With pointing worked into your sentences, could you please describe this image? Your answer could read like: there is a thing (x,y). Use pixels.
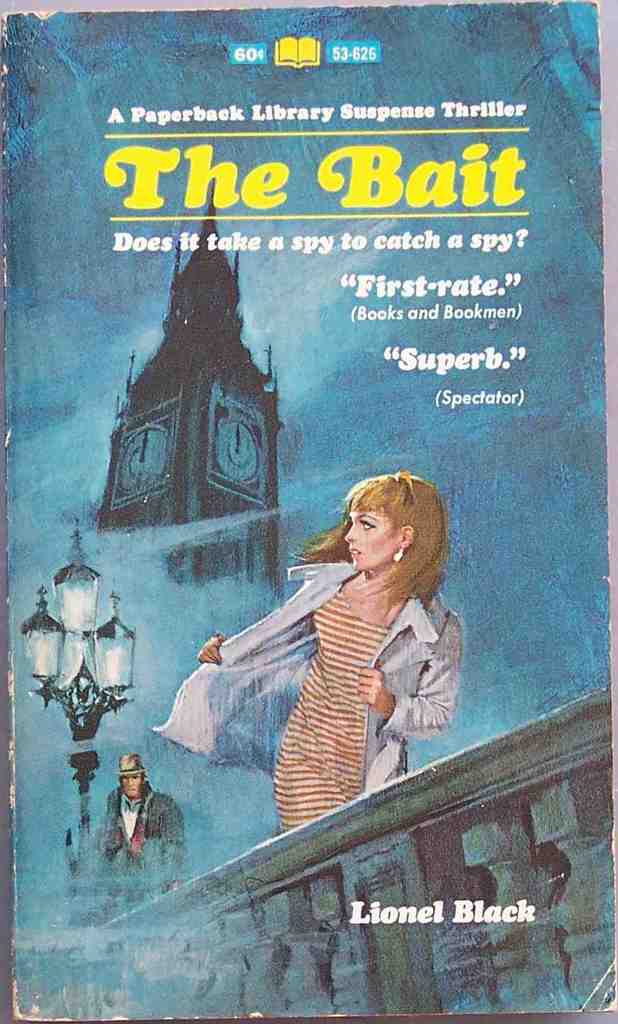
In this picture we can observe a woman (357,651). There is a railing (301,845). We can observe a pole (80,726) and a person (130,807) here. There is a clock tower (163,405) which is in black color. We can observe some words (366,244) written on this picture. In the background (59,302) it is completely blue in color.
